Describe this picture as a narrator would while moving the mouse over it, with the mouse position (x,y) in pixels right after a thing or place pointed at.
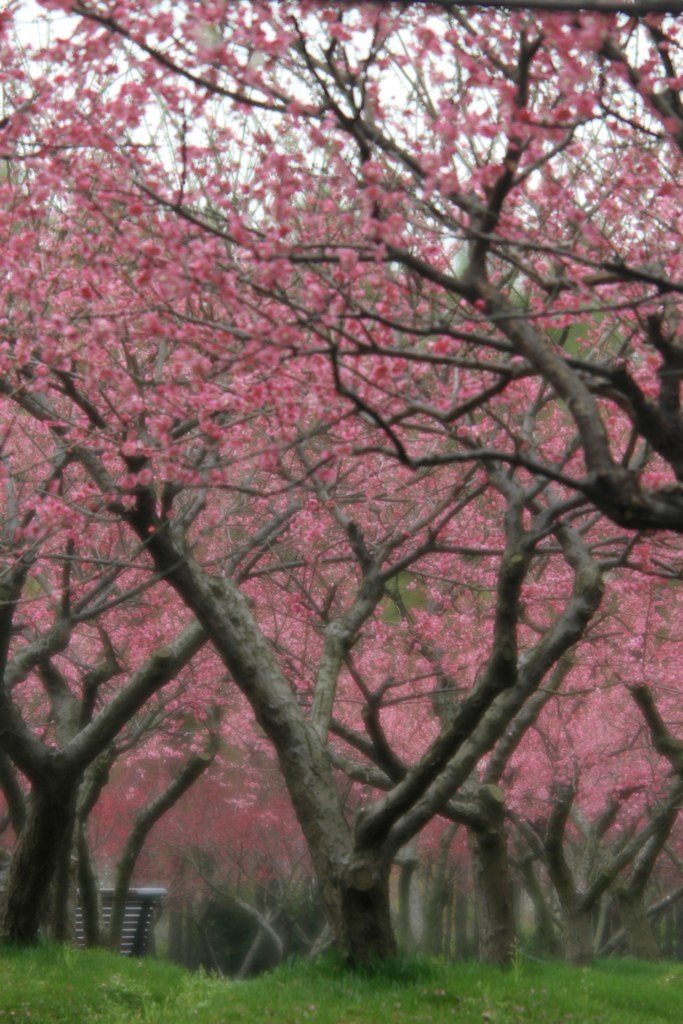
In this image I can see an open grass ground (613,999) and number of trees (337,733). I can also see pink flowers (195,705) and on the top side of this image (79,42) I can see the sky (281,100).
